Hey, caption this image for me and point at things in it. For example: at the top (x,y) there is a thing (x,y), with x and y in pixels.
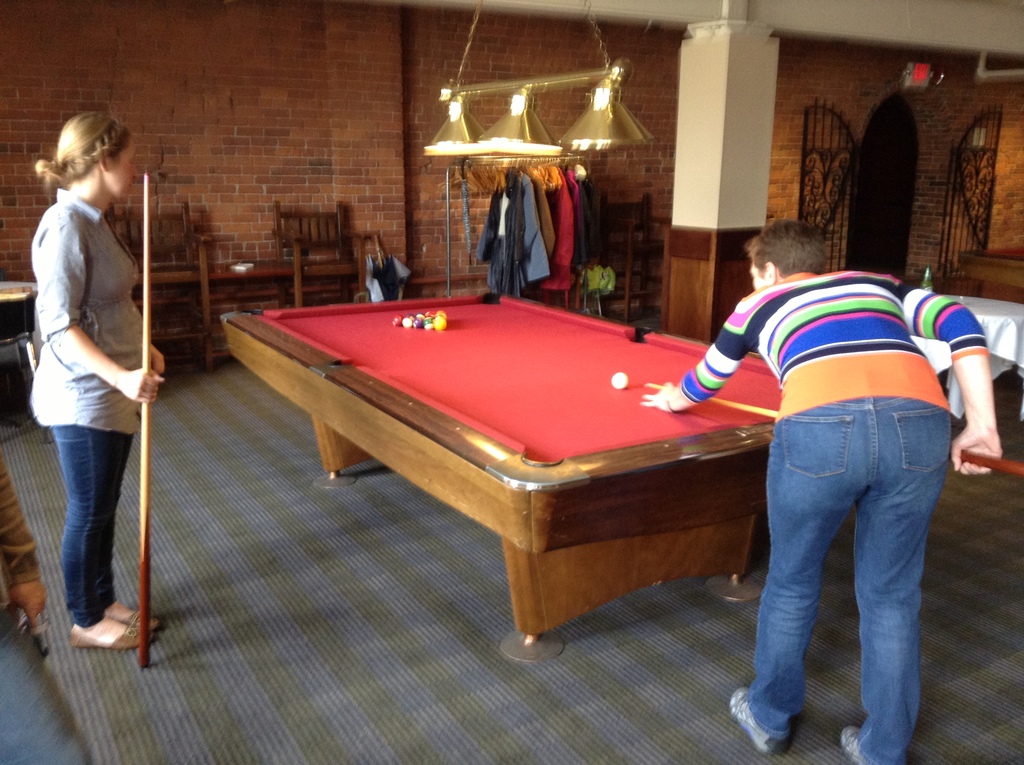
Here we can see couple of woman (80,234) playing billiards.
